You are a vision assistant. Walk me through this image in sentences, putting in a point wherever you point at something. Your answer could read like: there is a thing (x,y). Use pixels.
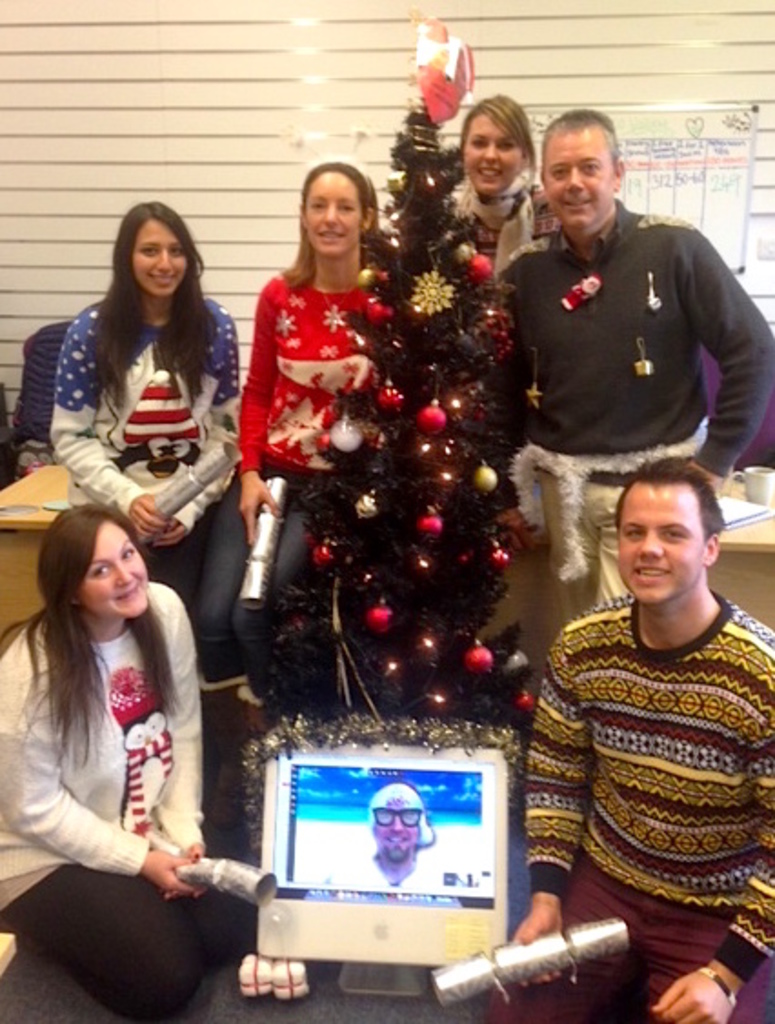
In this image I can see a screen (357,848) on the ground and number of persons (662,812) sitting. I can see a christmas tree (447,472) with few decorative items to it. In the background (290,158) I can see the wall (124,41), a desk (9,590) and few other objects (765,517).
